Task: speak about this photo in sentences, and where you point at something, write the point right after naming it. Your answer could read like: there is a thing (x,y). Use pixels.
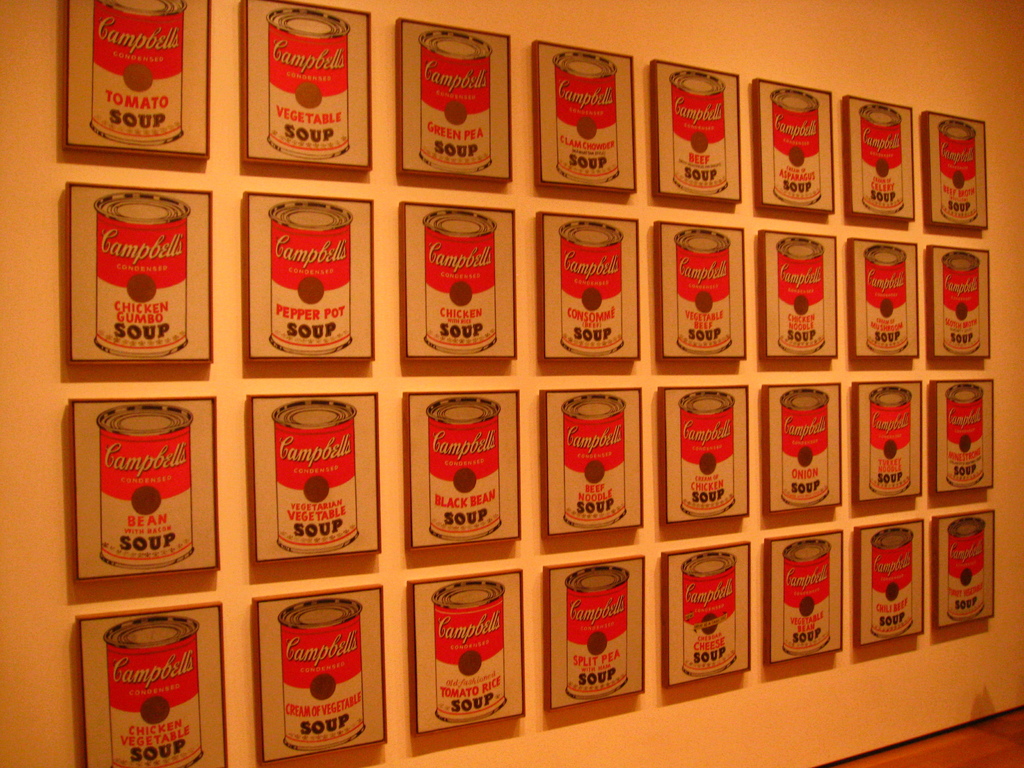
In this picture we can see few frames (709,131) on the wall (832,52).
